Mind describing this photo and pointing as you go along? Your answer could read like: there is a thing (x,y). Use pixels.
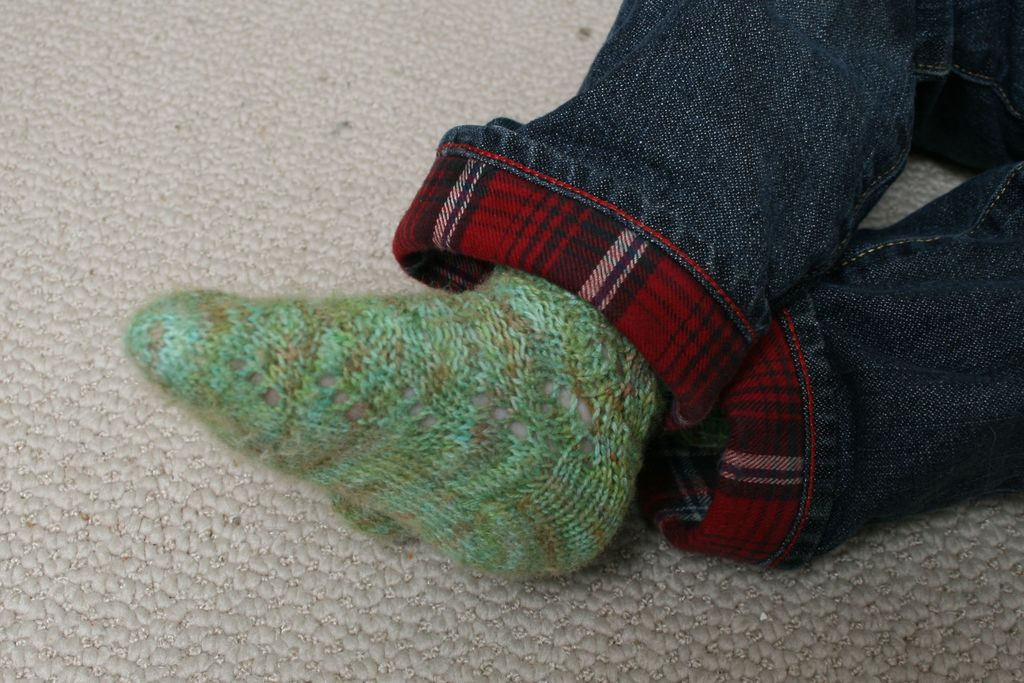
In this image we can see some human legs (722,302) and the person (401,407) is wearing the woolen socks (415,444). In the background (178,556) we can see a carpet (164,572).
